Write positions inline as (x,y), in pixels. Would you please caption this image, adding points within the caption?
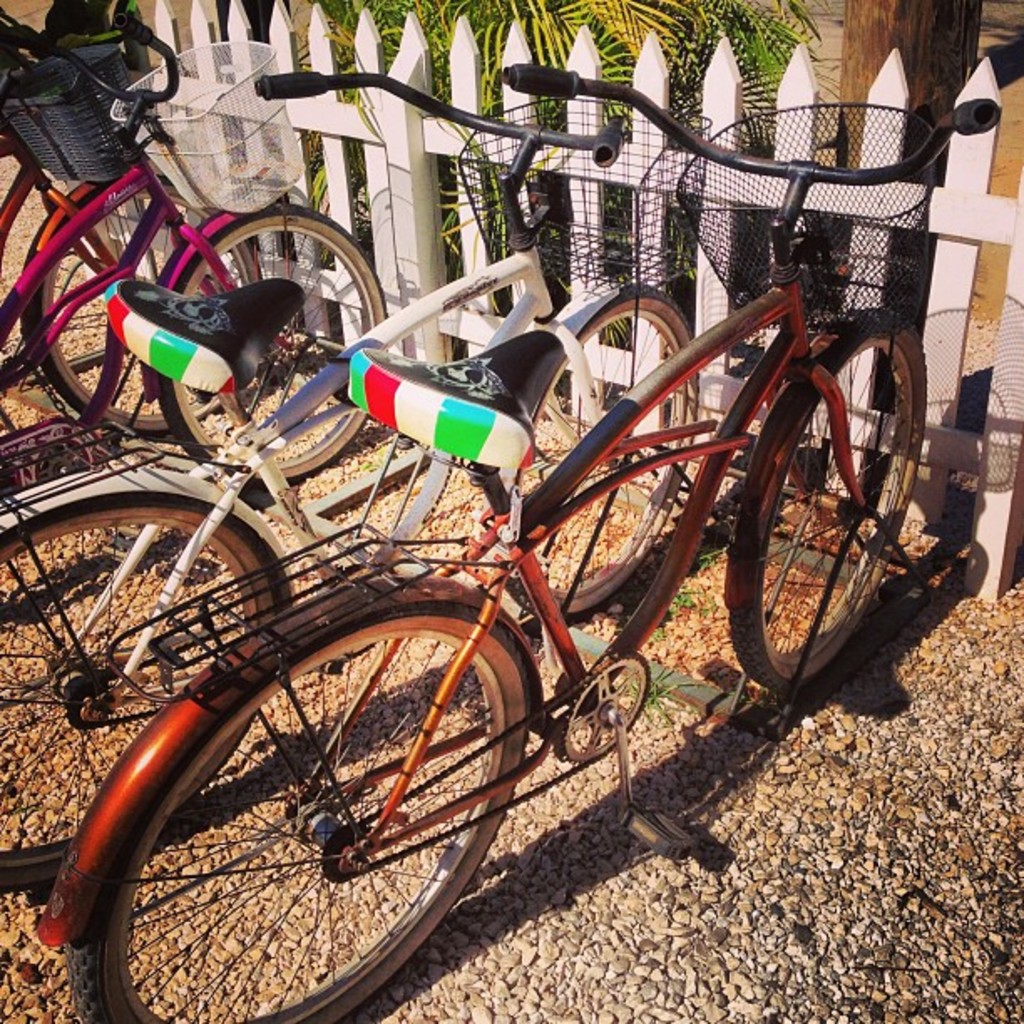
In this image there are bicycles (706,471), baskets (97,101), stones (511,874), wooden railing (963,293), plants (604,60) and branch (934,71).
